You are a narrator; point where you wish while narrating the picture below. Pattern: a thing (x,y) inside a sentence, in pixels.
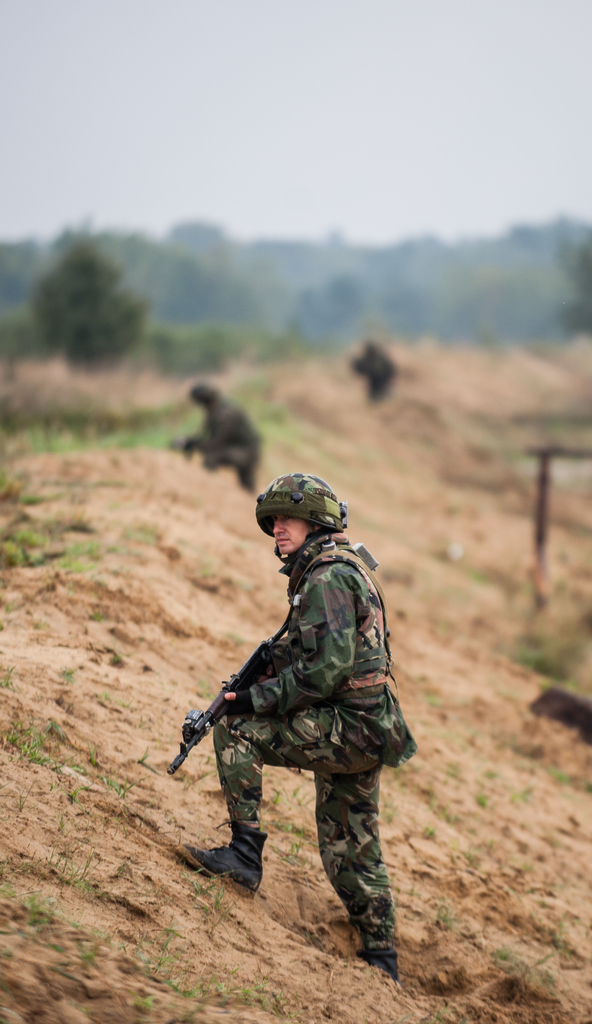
In this image we can see some people (356,809) standing on the hill (387,789) holding the guns (234,680). We can also see some grass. On the backside (251,253) we can see some trees (283,281) and the sky (297,121) which looks cloudy.
